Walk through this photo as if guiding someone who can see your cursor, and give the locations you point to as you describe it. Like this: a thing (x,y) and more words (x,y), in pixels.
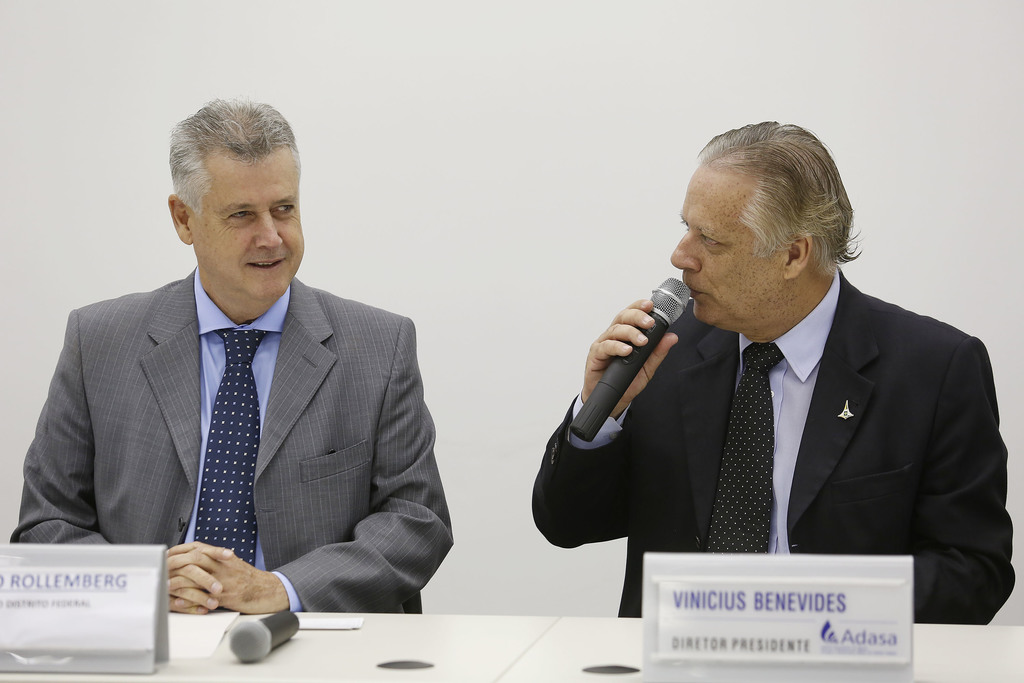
There are two man (272,448) sitting in the chair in front of a table (545,677) on which a name plates (711,610) and a mic (262,634) are present. One man (670,519) is holding a mic (642,362) in his hand (623,401) and talking. In the background (455,128) there is a wall (518,151) here.
